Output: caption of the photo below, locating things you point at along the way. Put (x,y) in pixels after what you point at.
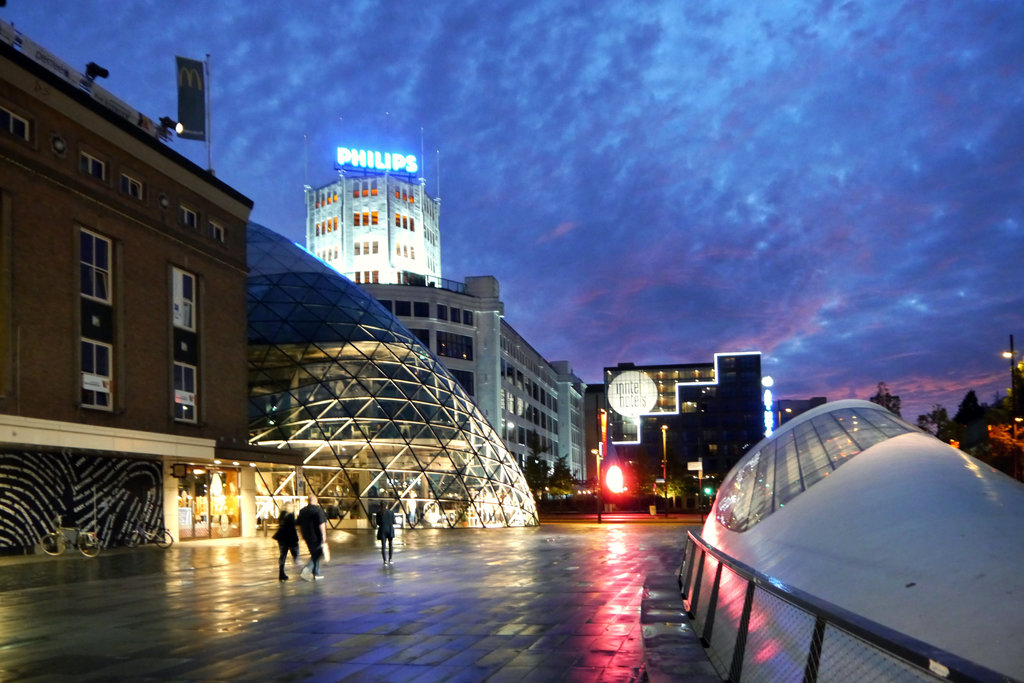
In this image we can see a few buildings (329,366), in front of the buildings (281,457) we can see three persons (307,525) walking, there are some poles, lights (610,483), windows (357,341) and boards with some text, in the background (632,117) we can see the sky (632,117) with clouds (631,120).
